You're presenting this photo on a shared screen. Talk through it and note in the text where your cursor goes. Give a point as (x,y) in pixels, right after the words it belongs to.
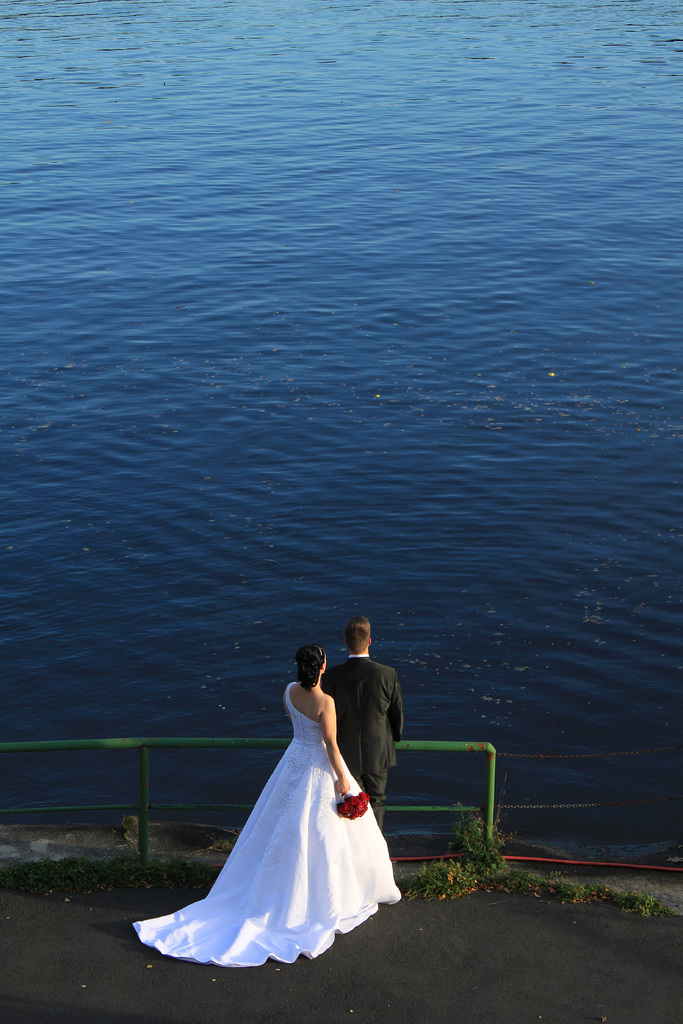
In this picture there is a man (395,707) who is wearing suit (367,747) and trouser (378,784). He is standing near to the fencing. Beside him there is a woman (296,829) who is wearing white dress (311,791) and holding red roses (343,813). Beside her we can see the plants (468,830). At the top (288,77) we can see the water (453,77).
